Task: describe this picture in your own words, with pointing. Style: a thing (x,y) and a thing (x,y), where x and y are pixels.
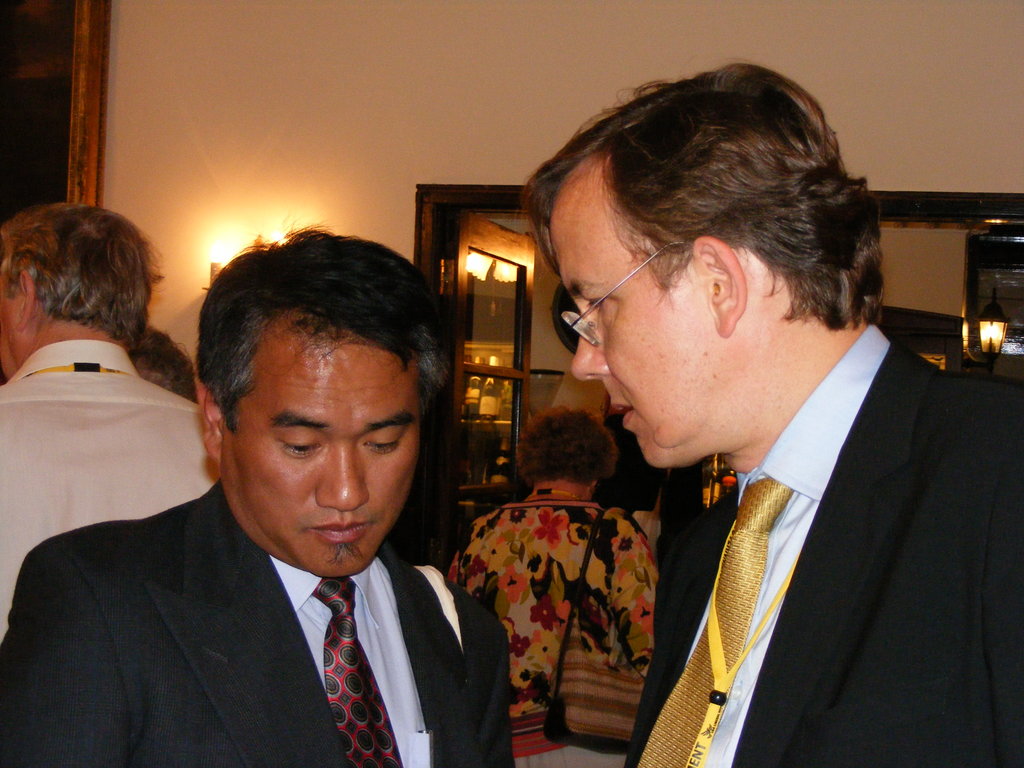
In this image I can see the group of people (460,560) with different color dresses (496,611). In the background (490,380) I can see the lights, bottles (488,404) in the rack (456,380) and the wall (206,166).
